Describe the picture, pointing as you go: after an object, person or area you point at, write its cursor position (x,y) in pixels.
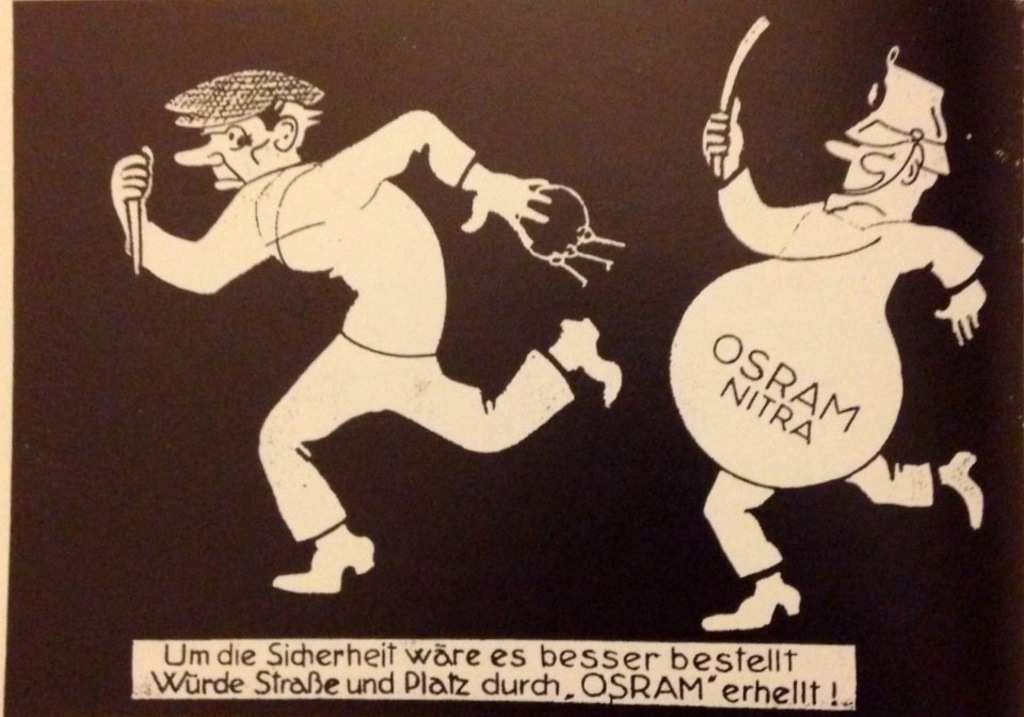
In this image there is a poster (133,90), on that poster (71,93) there are two cartoon pictures (740,331), at the bottom (426,646) there is some text (555,685).
